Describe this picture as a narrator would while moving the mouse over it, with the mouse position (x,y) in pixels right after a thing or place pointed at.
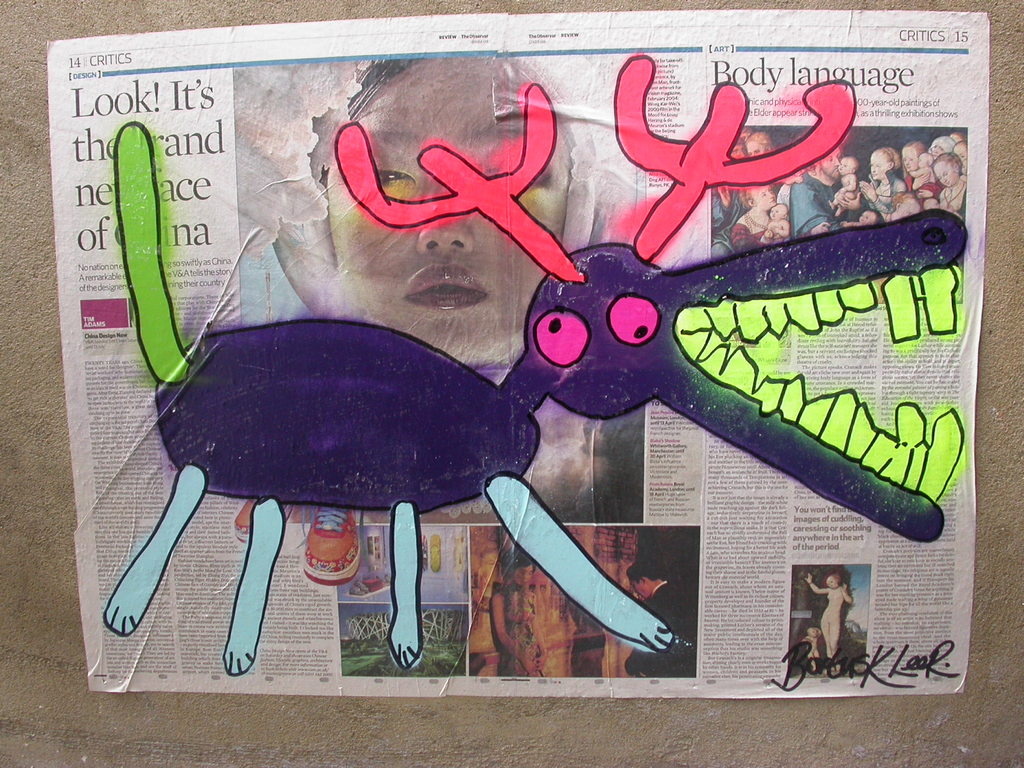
There is a paper (716,277) on the wall (1022,300) which has a picture (538,394) drawn on it.
